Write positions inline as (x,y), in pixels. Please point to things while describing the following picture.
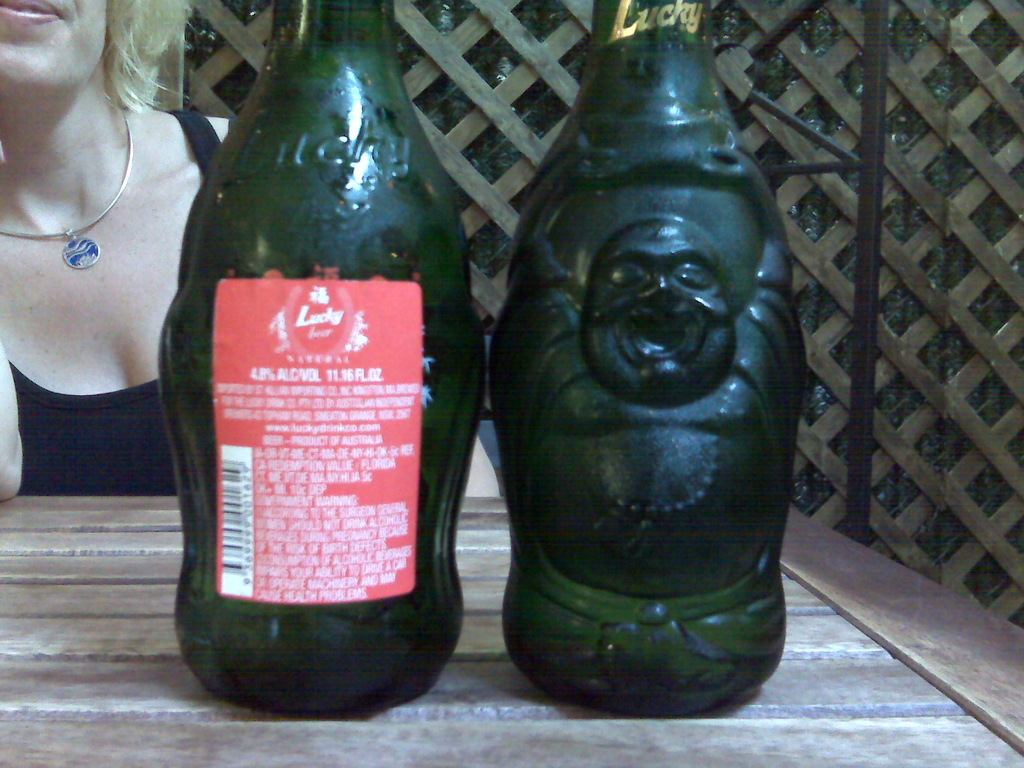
This image is clicked outside. There is a table (144,513) and two bottles (233,593) are placed on the table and on the left side (24,284) there is a woman (39,283) sitting. She is wearing chain (98,258). She is wearing black top (129,409).
